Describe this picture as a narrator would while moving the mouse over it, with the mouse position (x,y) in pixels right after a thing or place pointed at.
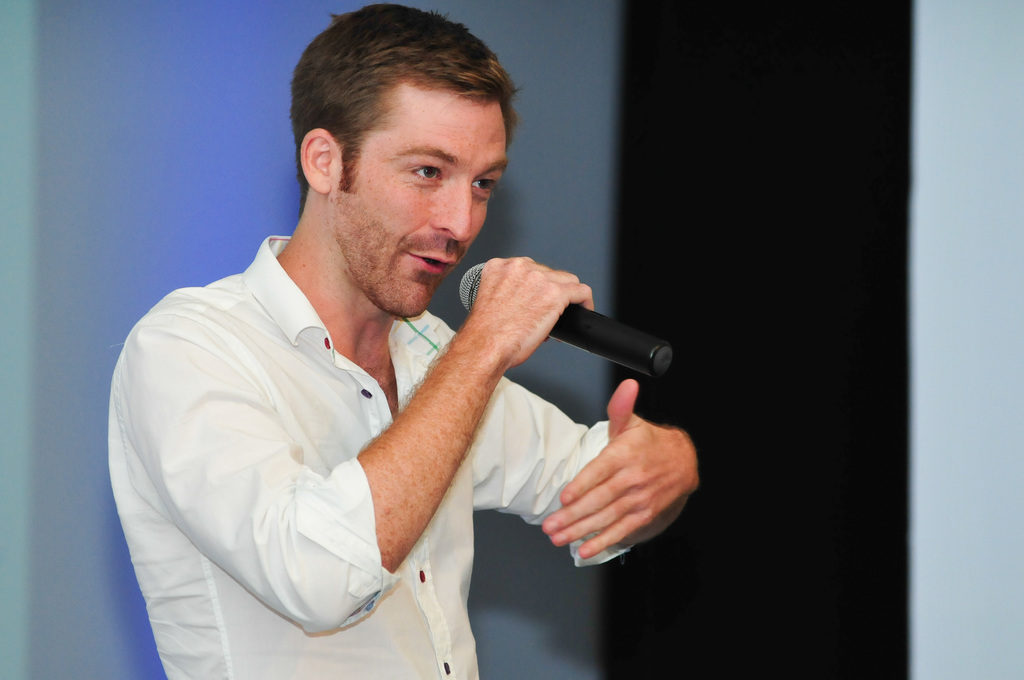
In the picture we can see a man (430,286) holding a microphone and talking something, man (386,220) is wearing a white shirt (265,265) and in the background (210,276) there is a blue wall (93,322).
